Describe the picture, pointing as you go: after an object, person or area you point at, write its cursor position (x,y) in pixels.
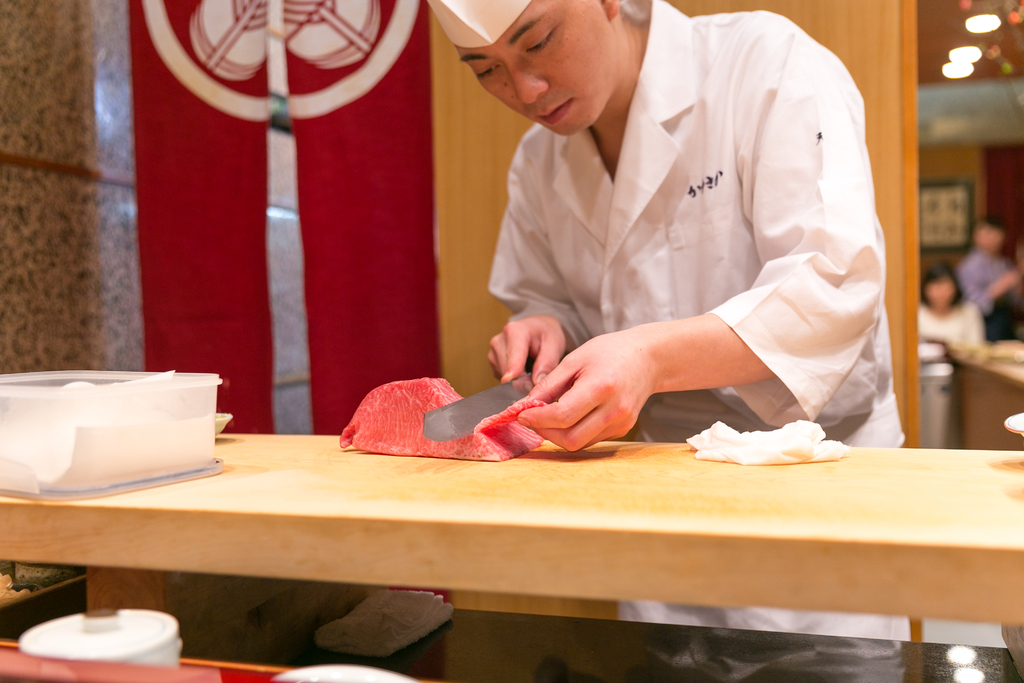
In this picture i could see a person (584,289) cutting a meat (423,441) with the knife (505,398). He is dressed in white colored apron (749,139) and wearing a cap (480,6) and in the background (965,280) i could see two persons (953,293) sitting beside the table (1010,381) and standing.
